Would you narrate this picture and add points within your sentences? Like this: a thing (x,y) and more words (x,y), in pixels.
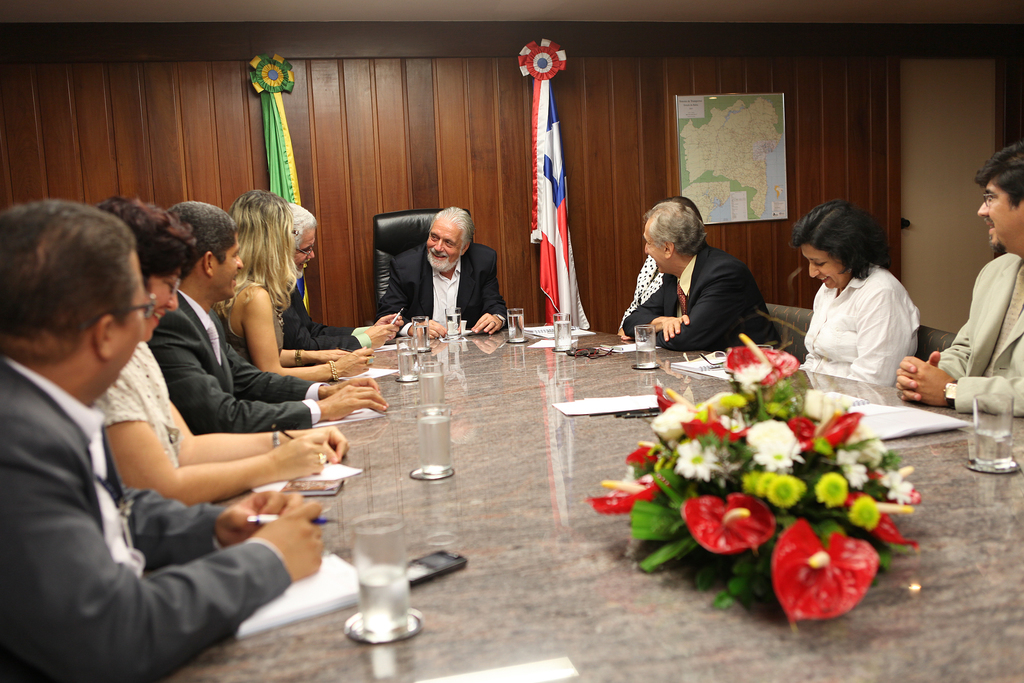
In this image at the bottom (43,460) there are a group of people (170,464) who are sitting around the table (927,458), on the table (578,494) there are some glasses (404,587) papers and some flowers (741,478). In the background (825,142) there is a wall (584,138), flags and a map (722,170). On the right side (958,192) there is one door (919,242).
